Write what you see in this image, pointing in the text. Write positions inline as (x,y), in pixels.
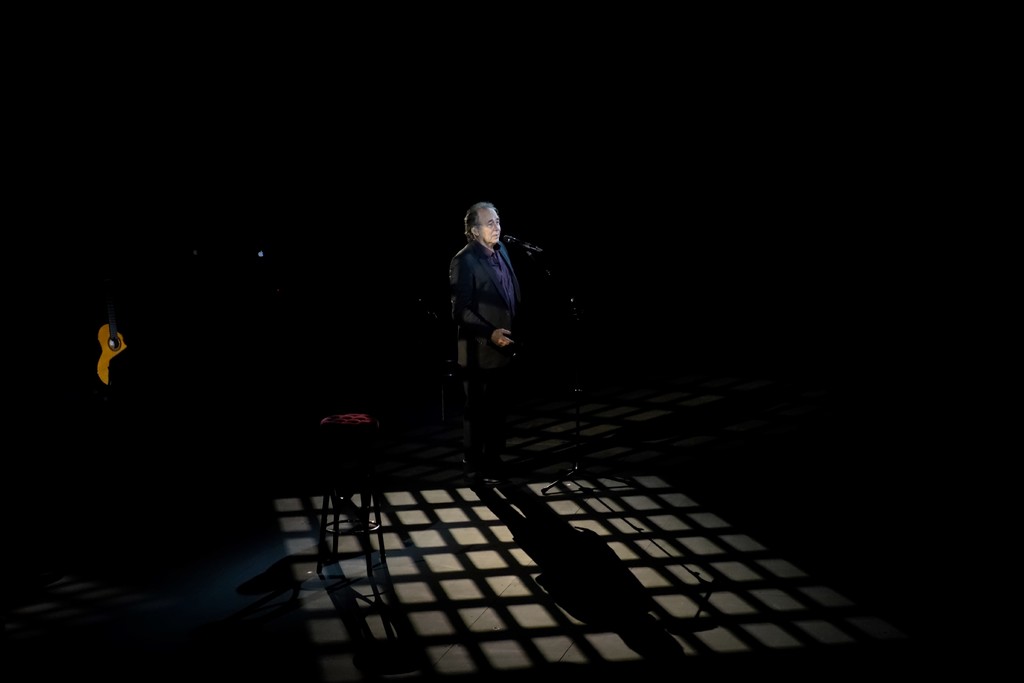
In this image we can see a man (458,289). In front of the man (493,244) we can see a mic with stand (579,412). Beside the man (499,386) we can see a chair (360,496). On the left side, we can see a guitar (117,368). The background of the image (915,12) is dark.
